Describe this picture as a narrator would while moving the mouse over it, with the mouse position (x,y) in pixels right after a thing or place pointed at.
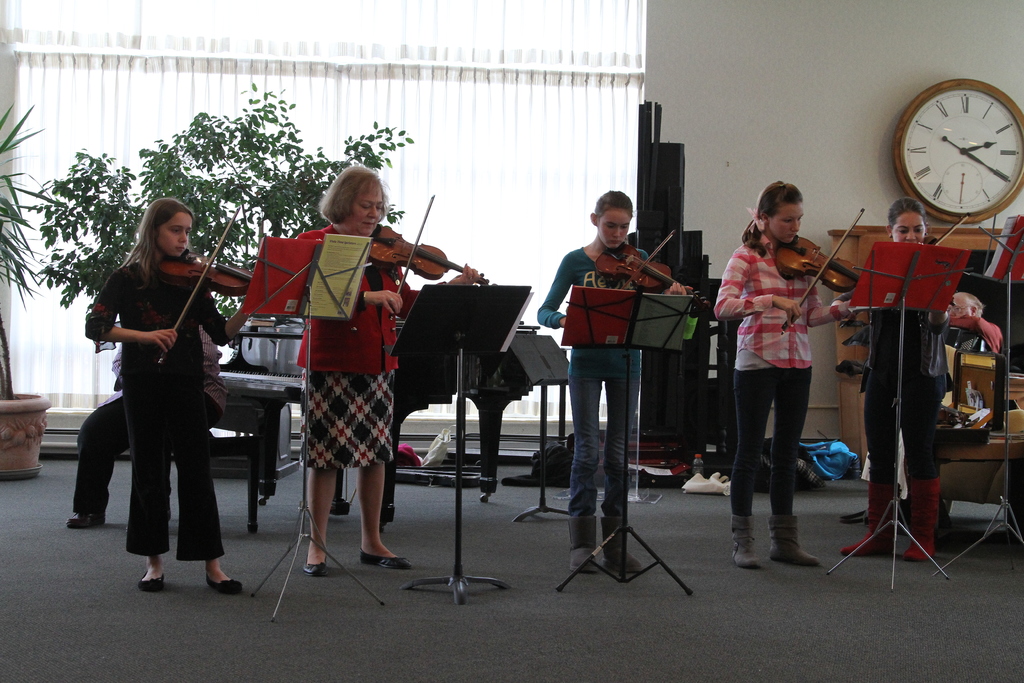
This picture shows a group of people (325,198) playing violin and we see few book stands (497,337) in front of them and we see a wall clock (937,170) on the wall (937,82) and couple of plants (91,182).
